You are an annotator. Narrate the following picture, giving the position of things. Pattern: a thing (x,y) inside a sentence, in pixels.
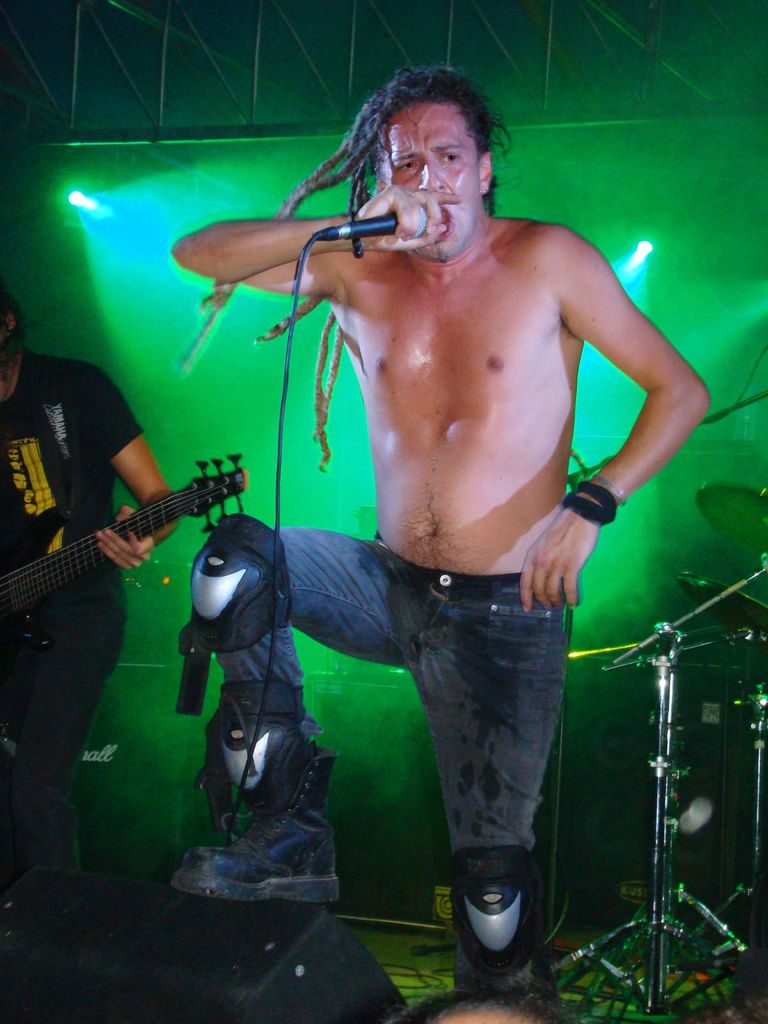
In this image i can see a man (449,254) standing and singing in front of a micro phone (384,225) at left (68,368) other person (60,376) holding guitar (79,546), at the back ground (635,264) i can see few lights (648,254).
